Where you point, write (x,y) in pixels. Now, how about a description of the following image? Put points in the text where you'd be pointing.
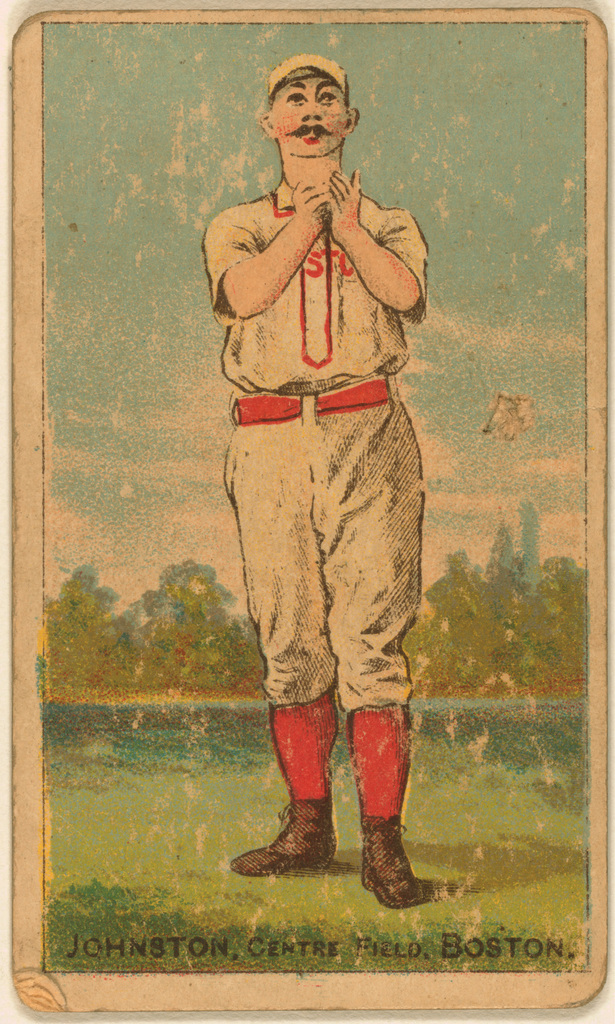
In this image I can see depiction of a person (410,763) and here I can see something is written.
